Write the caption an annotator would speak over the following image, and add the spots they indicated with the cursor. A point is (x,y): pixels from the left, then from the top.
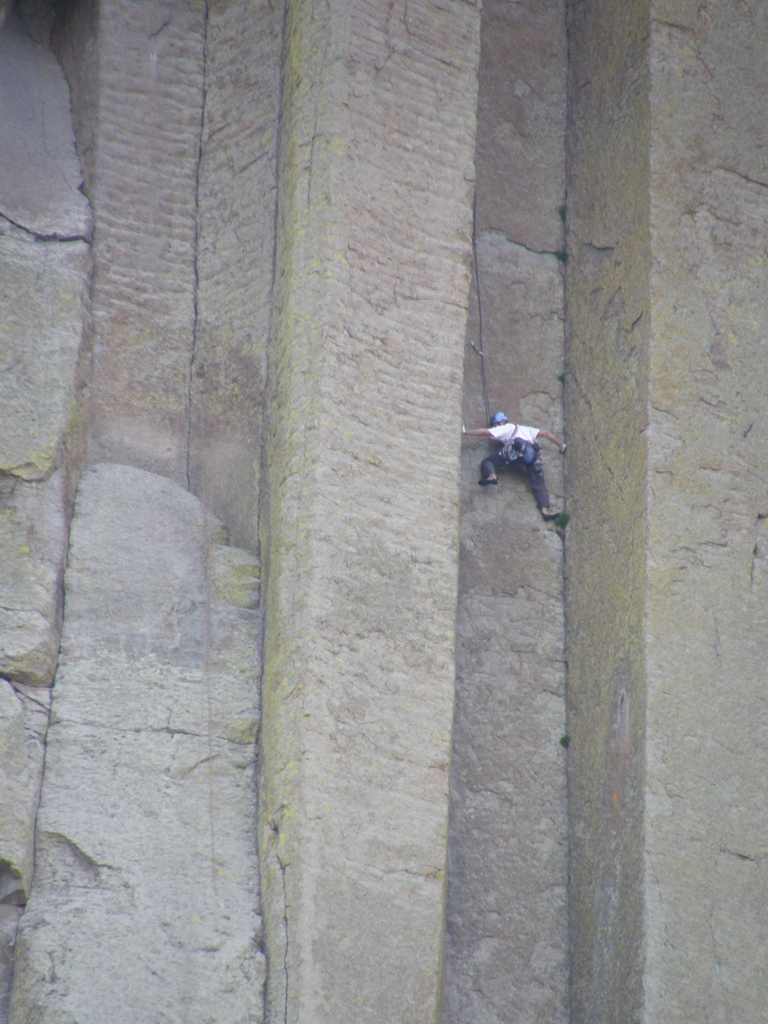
There is a wall (262,431). On the wall (494,556) a person (491,459) wearing helmet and bag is climbing.
